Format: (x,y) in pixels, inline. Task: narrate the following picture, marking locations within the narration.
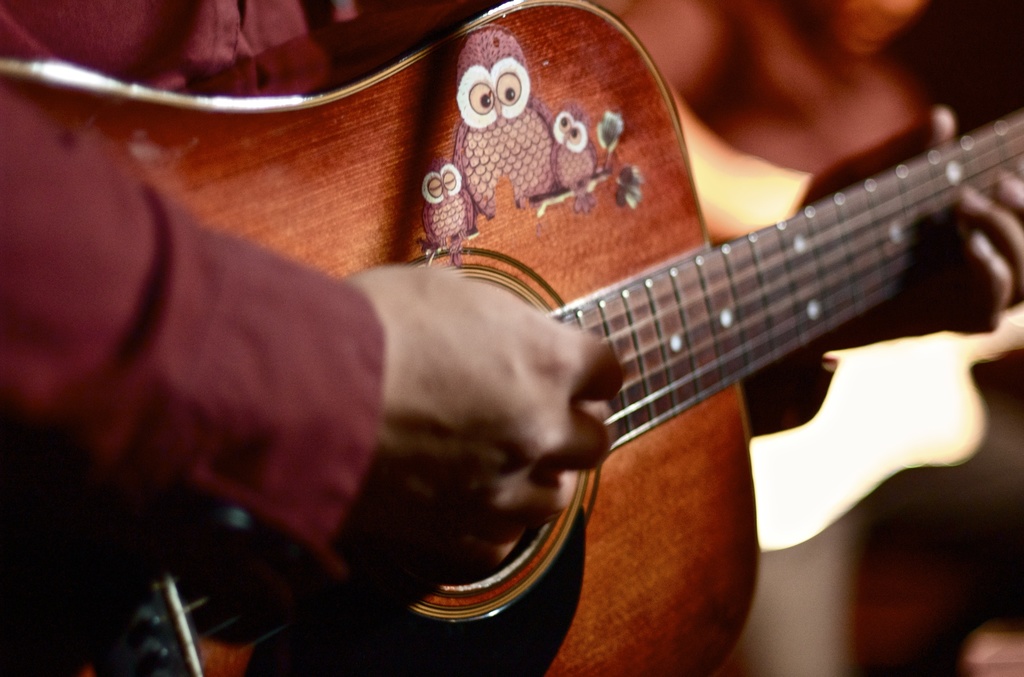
In this picture, There is a person (964,272) holding a music instrument (454,261) which is in brown color and he is playing the music instrument (691,342).
